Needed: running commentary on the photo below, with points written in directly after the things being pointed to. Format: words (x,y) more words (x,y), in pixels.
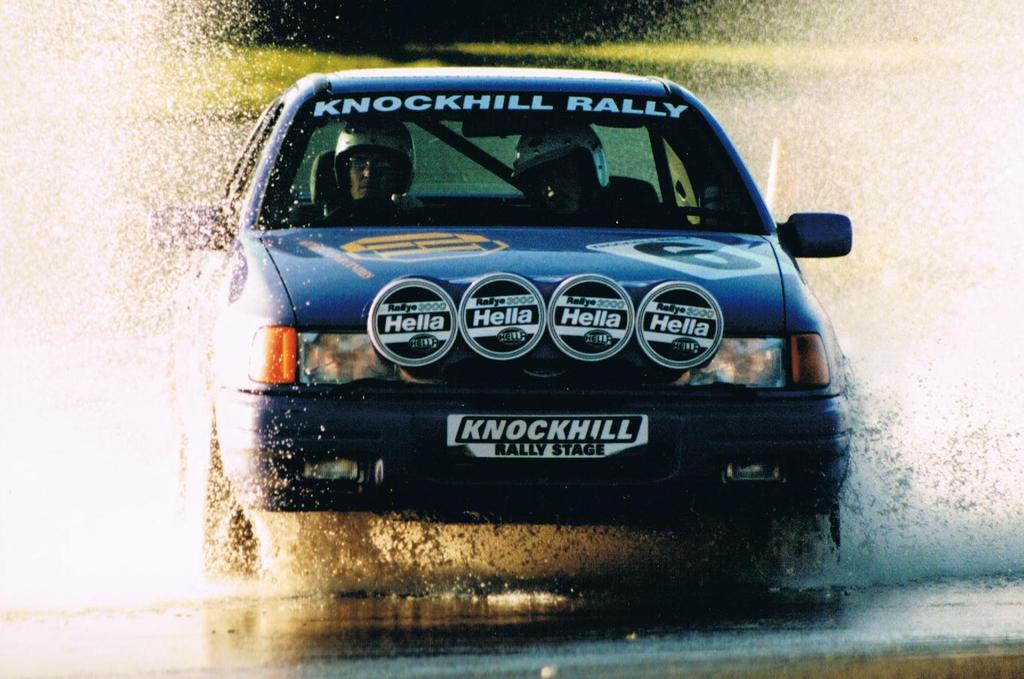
In this picture there is a car (634,487) on the road (646,599). There are two persons (360,144) sitting inside the car (635,110) and there is a text (705,316) on the car (311,301). At the back (245,44) there is grass (403,58). At the bottom (459,655) there is a road (705,652) and there is water (422,597).
